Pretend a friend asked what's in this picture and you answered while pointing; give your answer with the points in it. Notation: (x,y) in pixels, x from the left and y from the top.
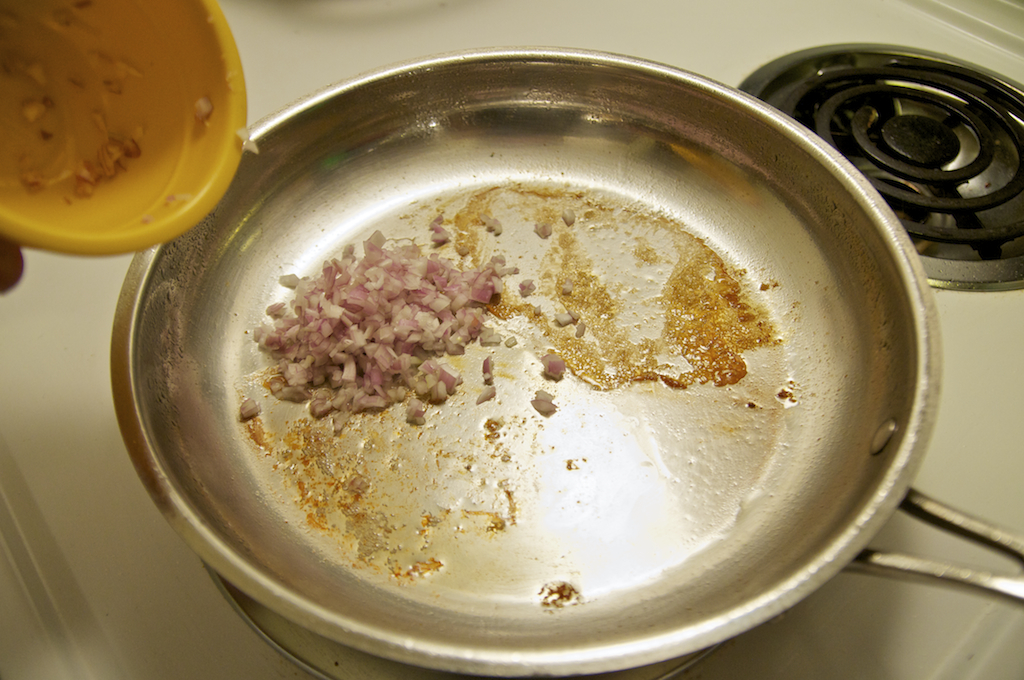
In this picture I can see a pan (653,400) on the stove (927,272) in the middle (637,451), in the top left hand side (188,119) there is a plastic bowl (114,103).
